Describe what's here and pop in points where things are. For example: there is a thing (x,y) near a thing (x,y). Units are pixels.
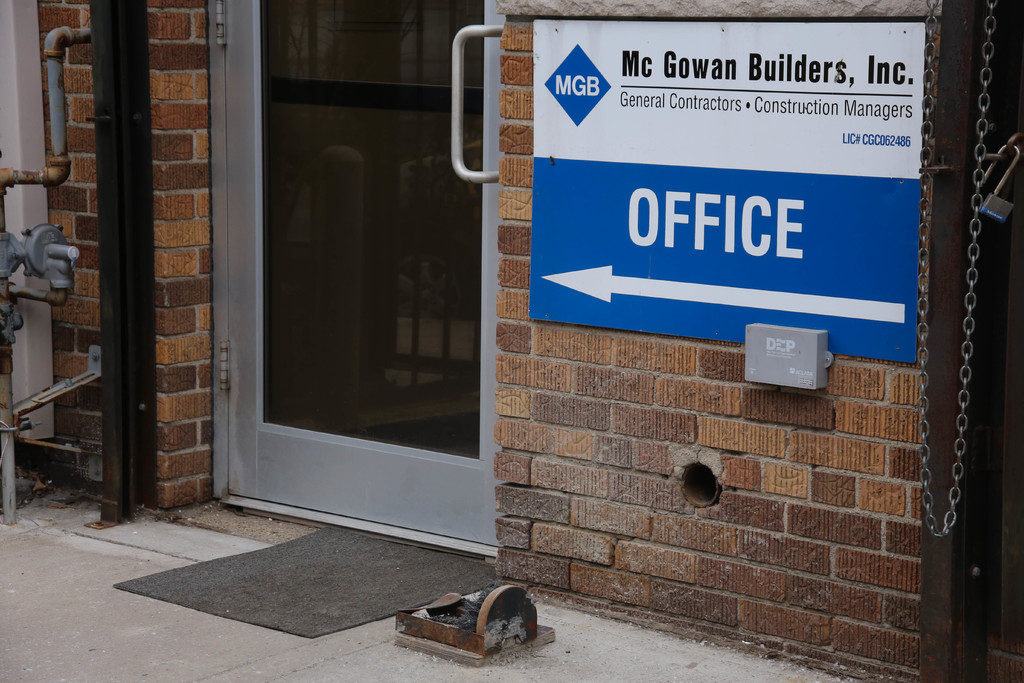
In this picture we can see door (466,109), handle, board (789,198), wall (73,196), poles (133,229), pipes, machine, chain rod (987,76), lock (1006,210), mat (400,548). At the bottom of the image (159,639) there is a floor (171,652).
